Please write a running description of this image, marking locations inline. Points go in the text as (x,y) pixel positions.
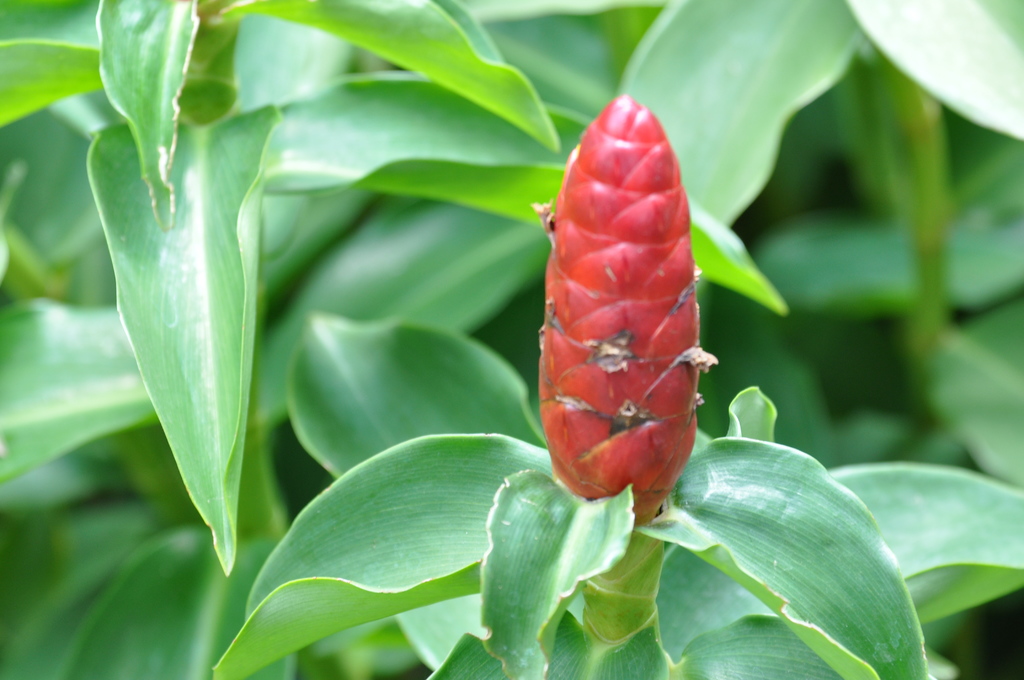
We can see red color bud (574,395) and green color leaves (438,269).
